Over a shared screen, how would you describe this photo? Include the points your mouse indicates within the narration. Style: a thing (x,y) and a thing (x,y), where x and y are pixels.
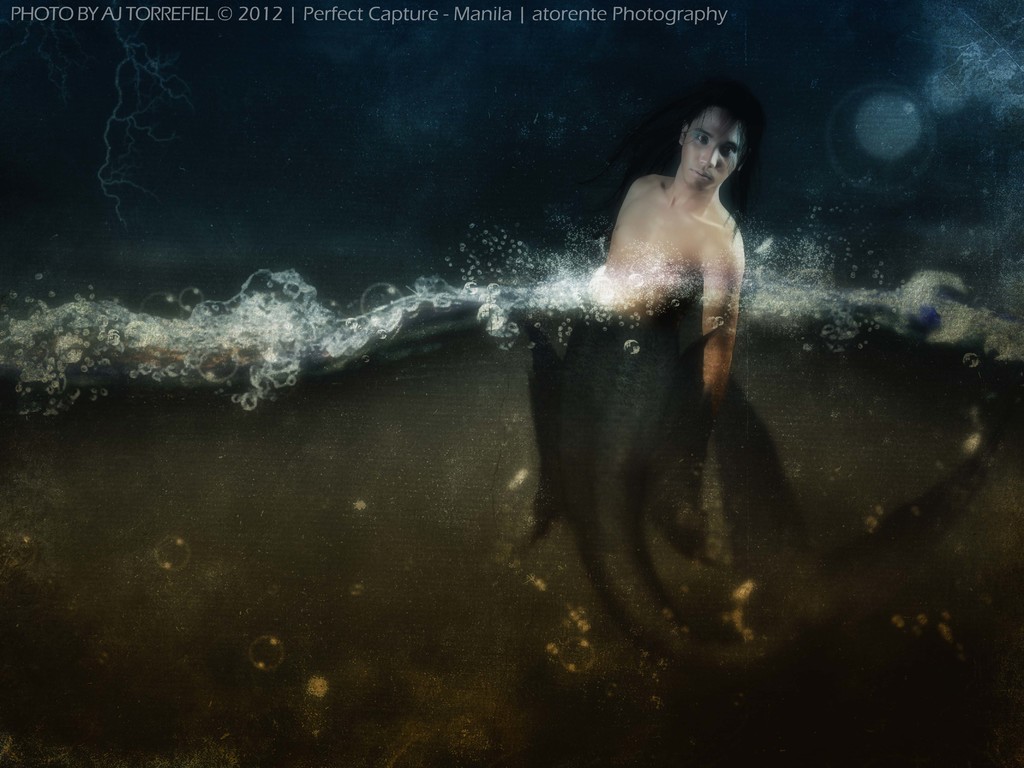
In this picture we can see a person (606,497) in the water (510,536) and at the top of the image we can see some text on it.
